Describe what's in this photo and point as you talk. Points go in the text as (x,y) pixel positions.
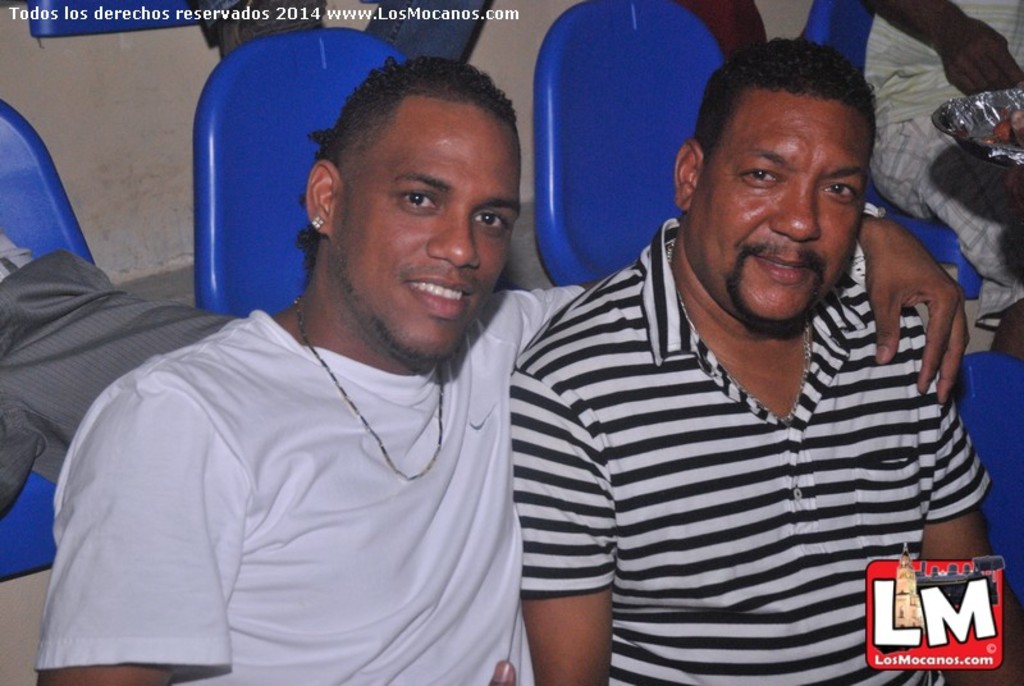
In the picture I can see people (493,360) are sitting among them these two men (496,444) sitting in front (454,494) are smiling. In the background (663,117) I can see in blue color chairs (562,81) and some other objects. I can also see watermarks (941,654) on the image.
